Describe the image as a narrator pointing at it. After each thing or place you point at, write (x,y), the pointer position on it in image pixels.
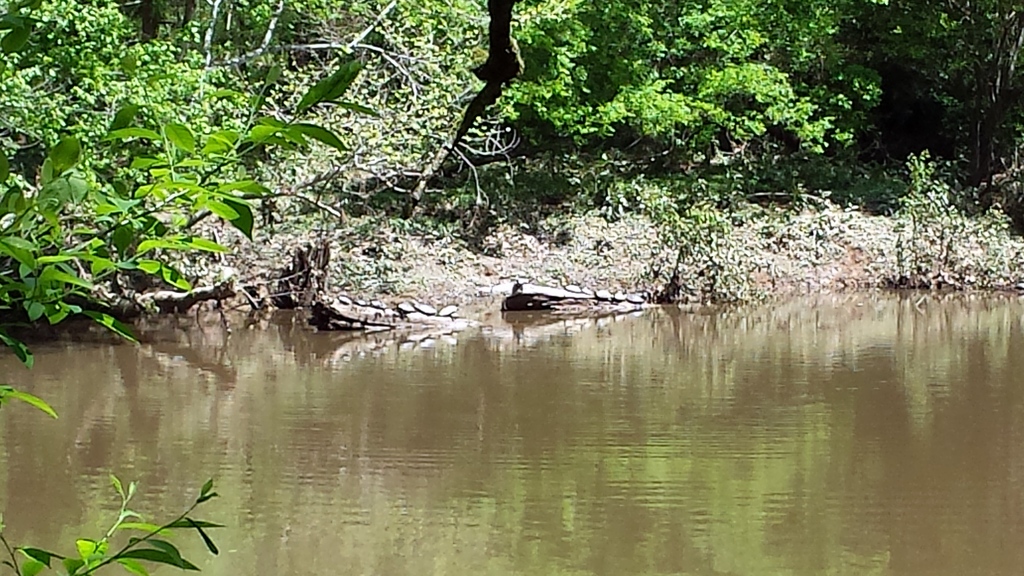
In this image we can see some trees (363,172), plants (110,130), water (1012,324) and sand (229,245).
